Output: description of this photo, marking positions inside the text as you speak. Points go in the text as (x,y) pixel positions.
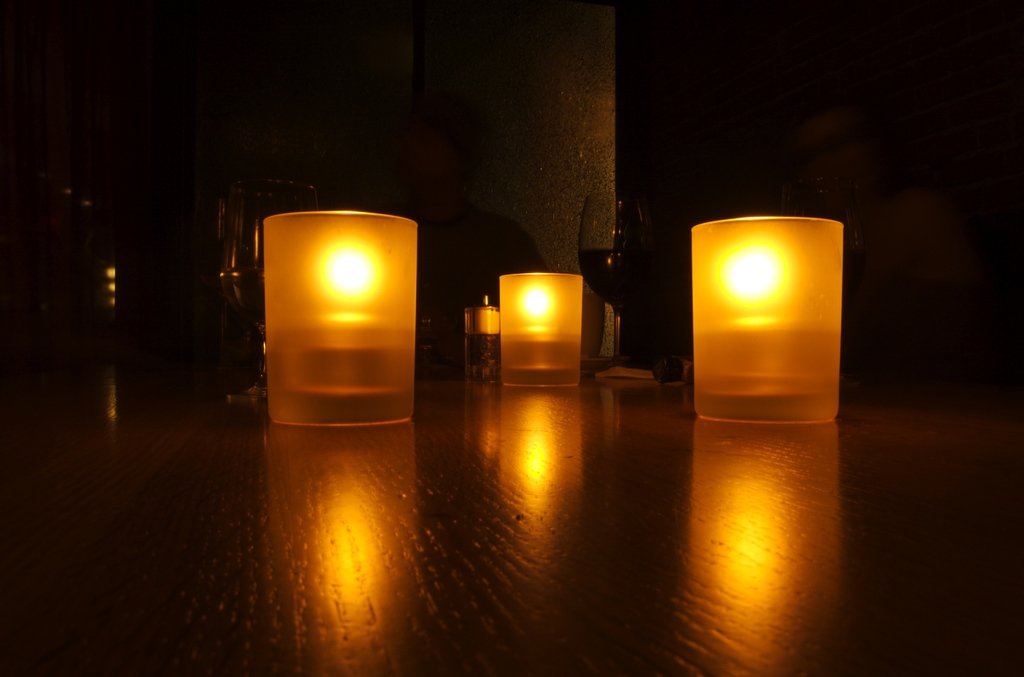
In this image, we can see some yellow color lights (740,393) and there are some glasses (636,279).
